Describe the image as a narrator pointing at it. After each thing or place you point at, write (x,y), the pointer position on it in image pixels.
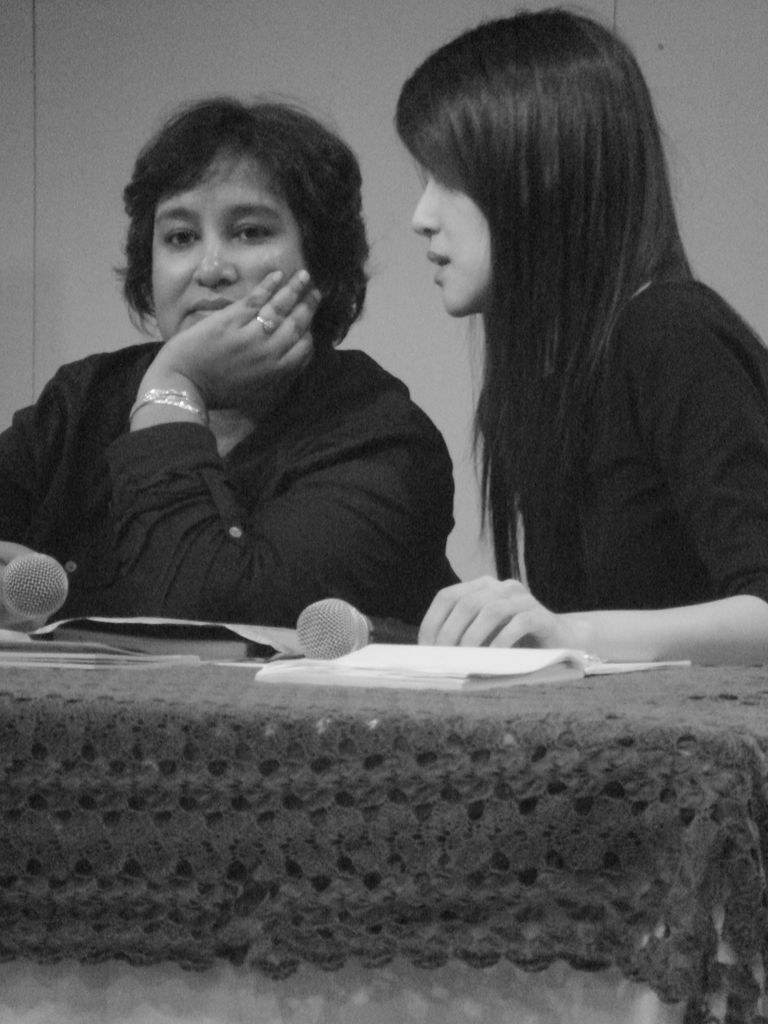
In this picture we can see two women (220,402), in front of them we can see mics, books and some objects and we can see a wall (284,93) in the background (739,29).
